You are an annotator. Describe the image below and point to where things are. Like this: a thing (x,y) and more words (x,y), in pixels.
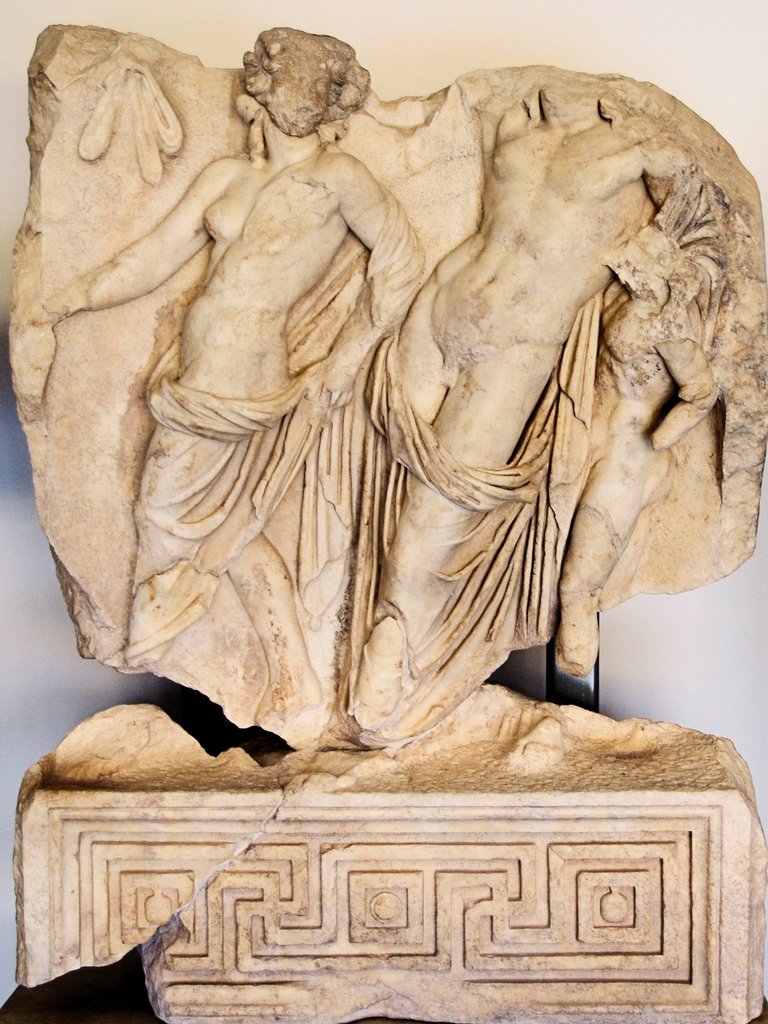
In this image we can see the sculpture (532,600). On the backside (611,649) we can see a wall (618,660).
